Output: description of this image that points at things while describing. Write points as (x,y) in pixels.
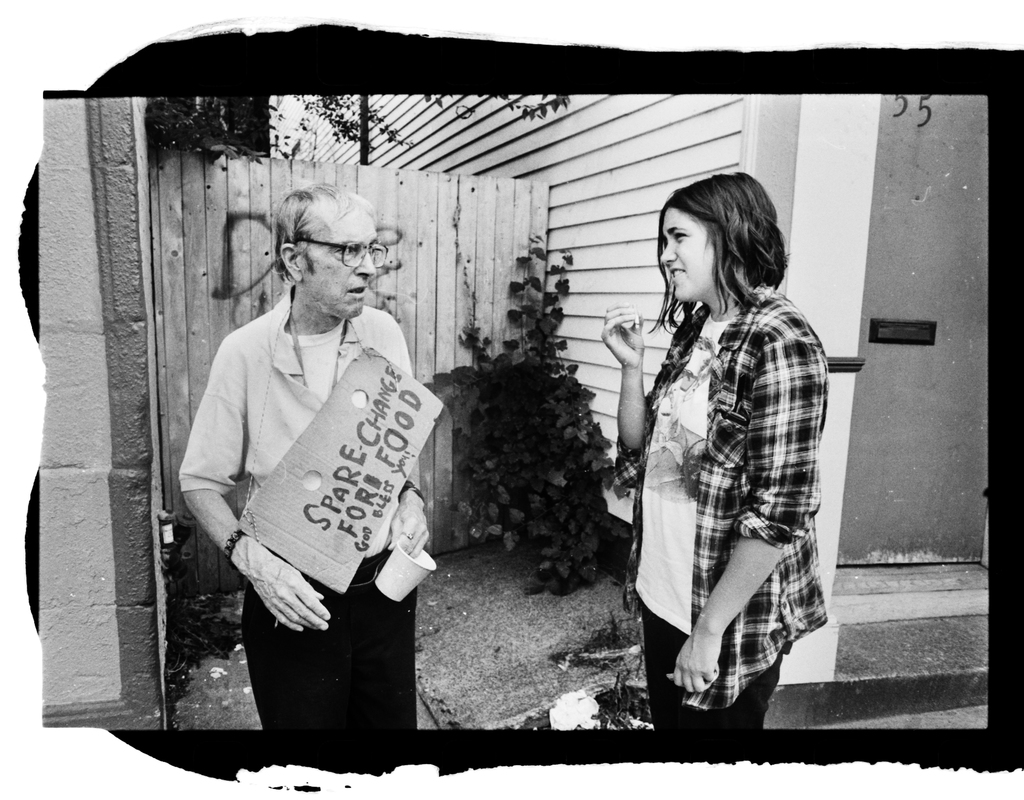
As we can see in the image there is a wall (600,283), door (898,282), plant (514,498) and two people (695,343) standing over here.
